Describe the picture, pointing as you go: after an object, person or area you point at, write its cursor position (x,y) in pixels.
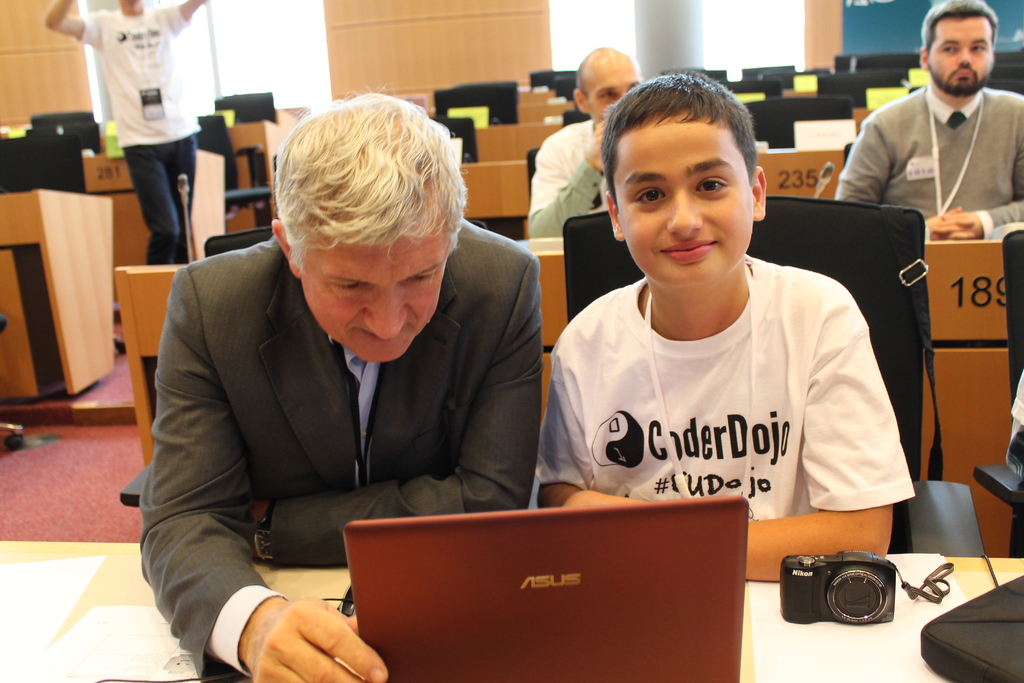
in a room (53,466) there are tables (128,606) and black chairs (894,403). on the front table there is a red color laptop (533,573), camera (831,588) and papers (97,612). in front of that there are 2 people (591,328) sitting. the person (335,345) at the left (267,364) is wearing a suit (448,433). the person (745,413) at the right (713,424) is wearing white t shirt (747,346). behind them there are 2 more people (896,144) sitting. at the left (172,117) a person (172,108) is standing wearing white t shirt (134,91) and jeans (153,204). at the back (664,33) there are pillars (653,65).
